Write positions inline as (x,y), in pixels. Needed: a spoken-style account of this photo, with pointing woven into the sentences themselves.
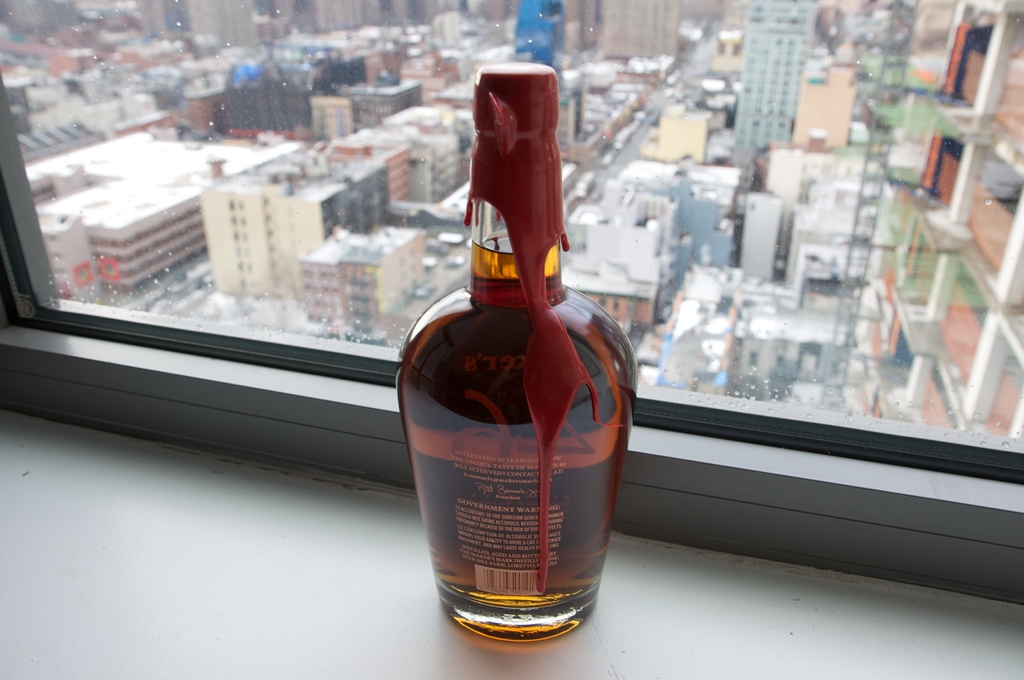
There is a whisky bottle (535,242) at the window (261,138) through window glass (278,117) we can see buildings (436,172) and poles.
